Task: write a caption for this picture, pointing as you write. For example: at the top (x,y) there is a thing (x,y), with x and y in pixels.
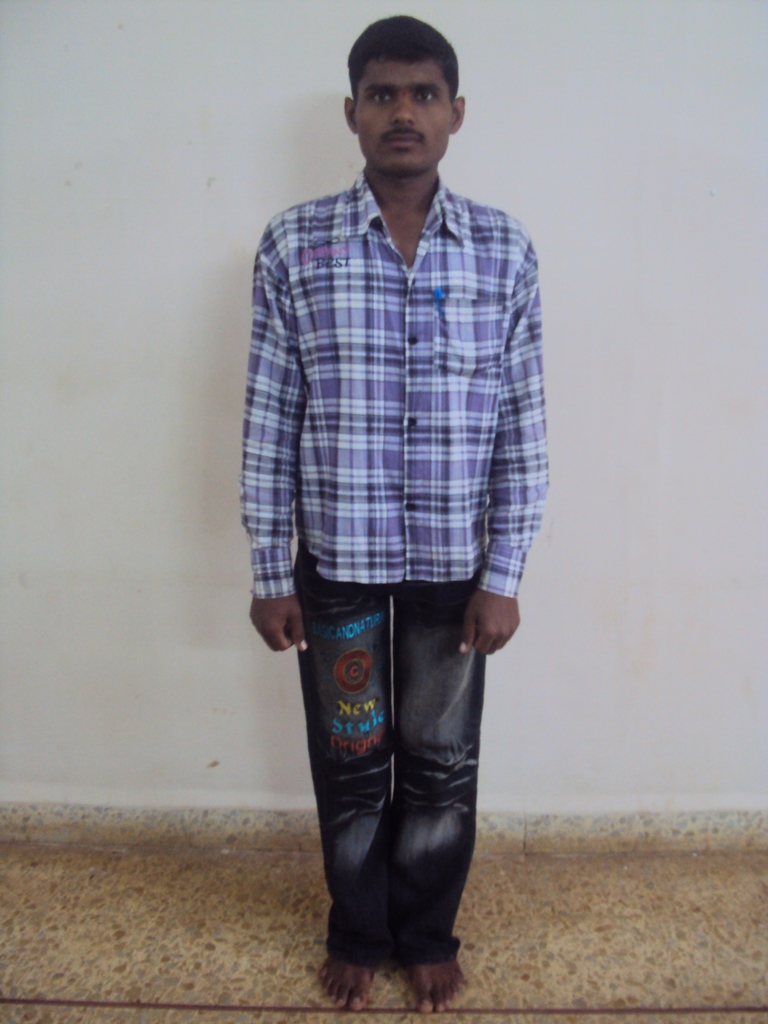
This image consists of a man (411,506) wearing blue shirt (383,302) and jeans (397,869). At the bottom (186,910), there is a floor (140,905). In the background (582,725), there is a wall (123,417).
